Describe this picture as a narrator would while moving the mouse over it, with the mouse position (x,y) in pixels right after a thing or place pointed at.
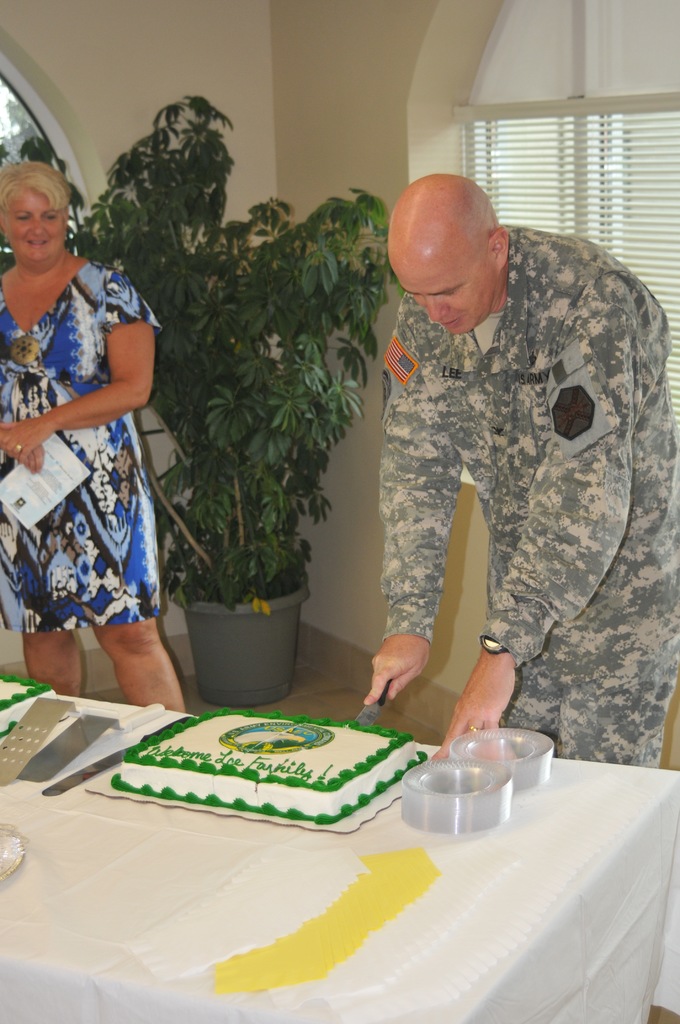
On the background (506,81) we can see a window (608,125) and a wall (238,188). A house plant (237,599) on the floor (299,701). Here we can see a man (454,472) standing near to the table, holding a knife (366,723) in his hand (394,689) and cutting a cake (243,750). We can see one woman (12,454) standing beside to him and holding a paper (59,488) in her hand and smiling.
